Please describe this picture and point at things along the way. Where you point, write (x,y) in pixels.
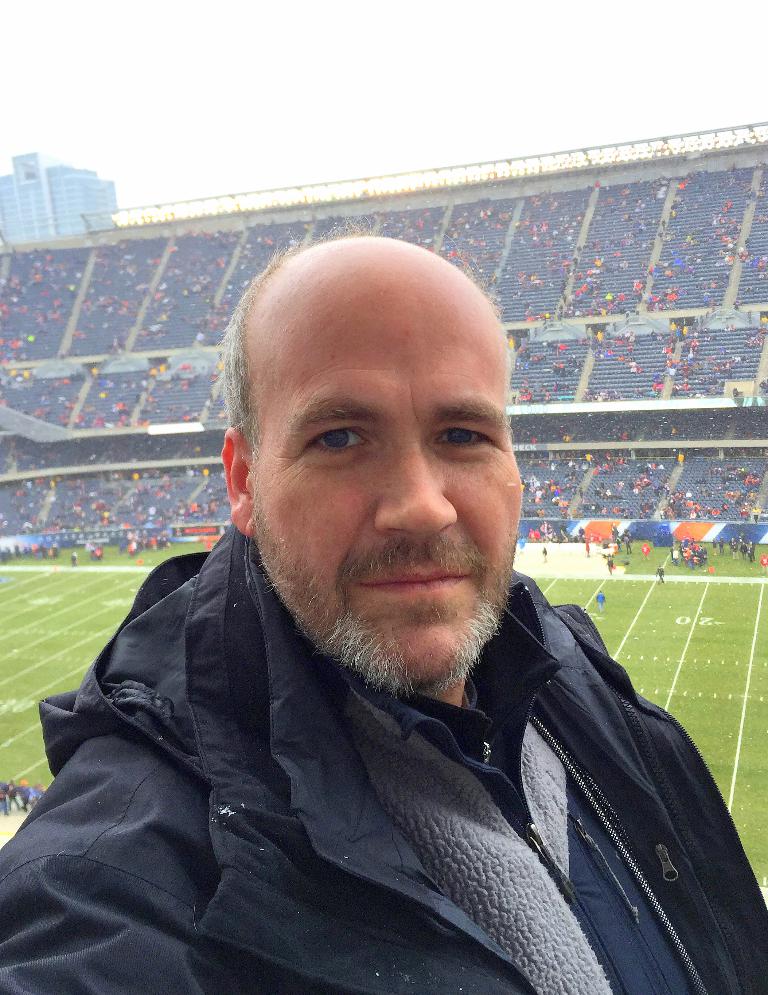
In this image we can see a man (389,323). In the background (22,504) we can see a stadium (760,470), ground (724,702), people (130,543), building (99,227), and sky (206,141).
